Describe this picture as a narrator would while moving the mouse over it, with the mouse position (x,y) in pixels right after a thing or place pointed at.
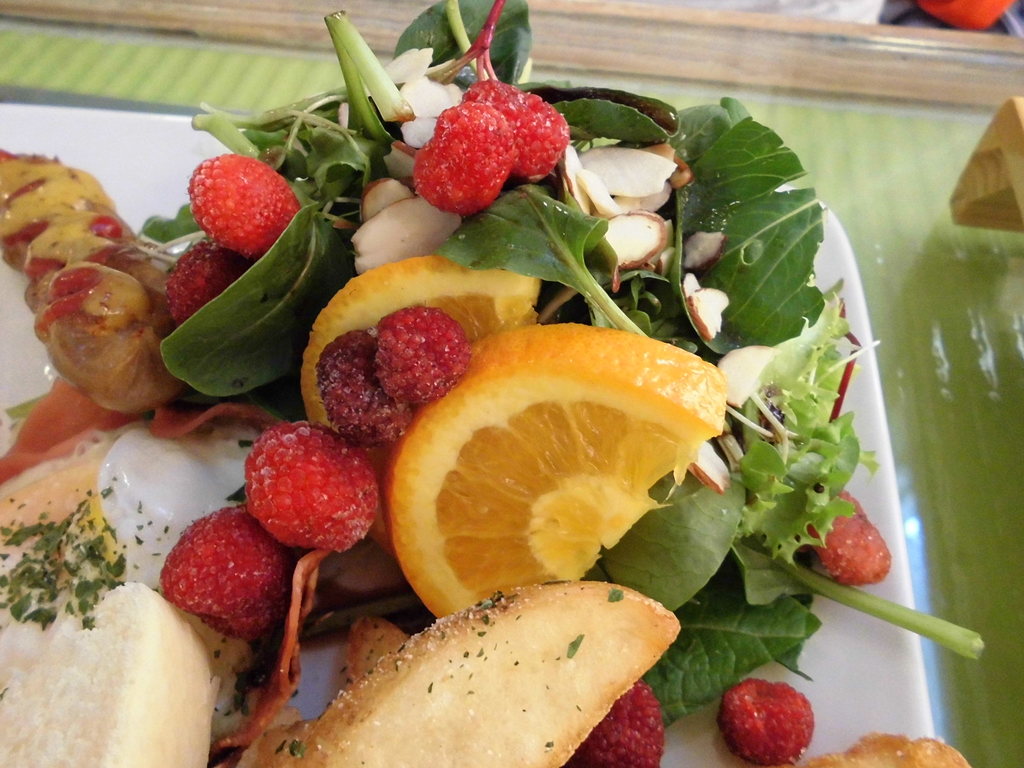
On the table (946,478) we can see the tray (133,195). On the tray (152,195) we can see raspberry (268,221), vegetable (742,272), oranges (629,450), bread (67,739), leaves (300,324) and other food items (78,407). In the top right corner (937,20) there is a red object (957,25).
